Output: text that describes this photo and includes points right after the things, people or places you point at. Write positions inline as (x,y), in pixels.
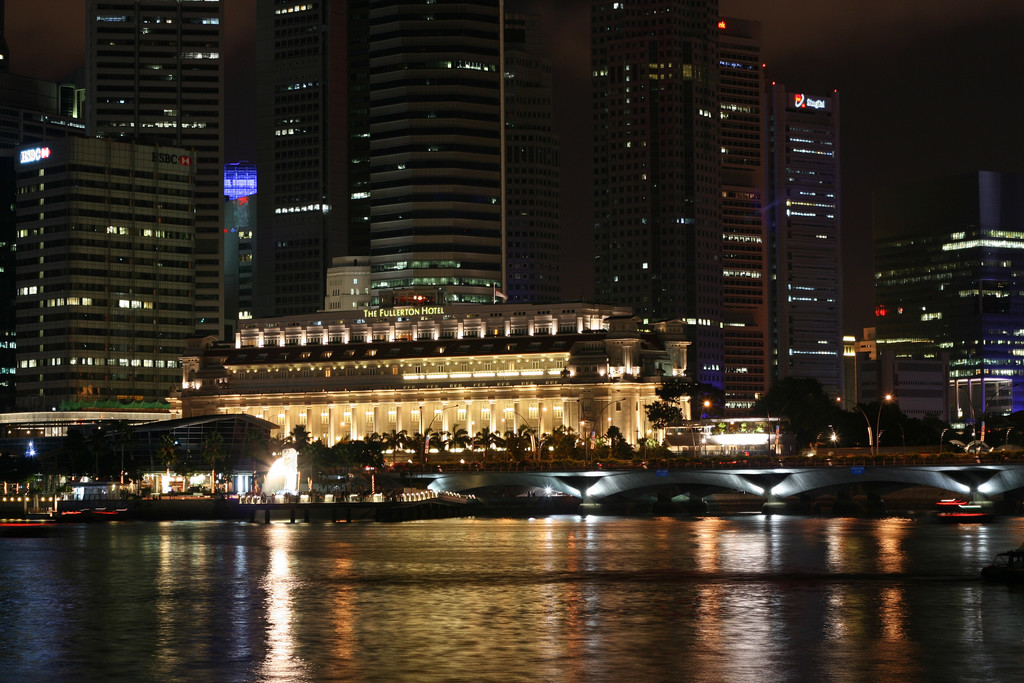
In this image, there are a few buildings (661,153), trees (846,413), poles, lights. We can see some water (405,584) and the ground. We can also see some boards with text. We can also see the dark sky (889,5).
